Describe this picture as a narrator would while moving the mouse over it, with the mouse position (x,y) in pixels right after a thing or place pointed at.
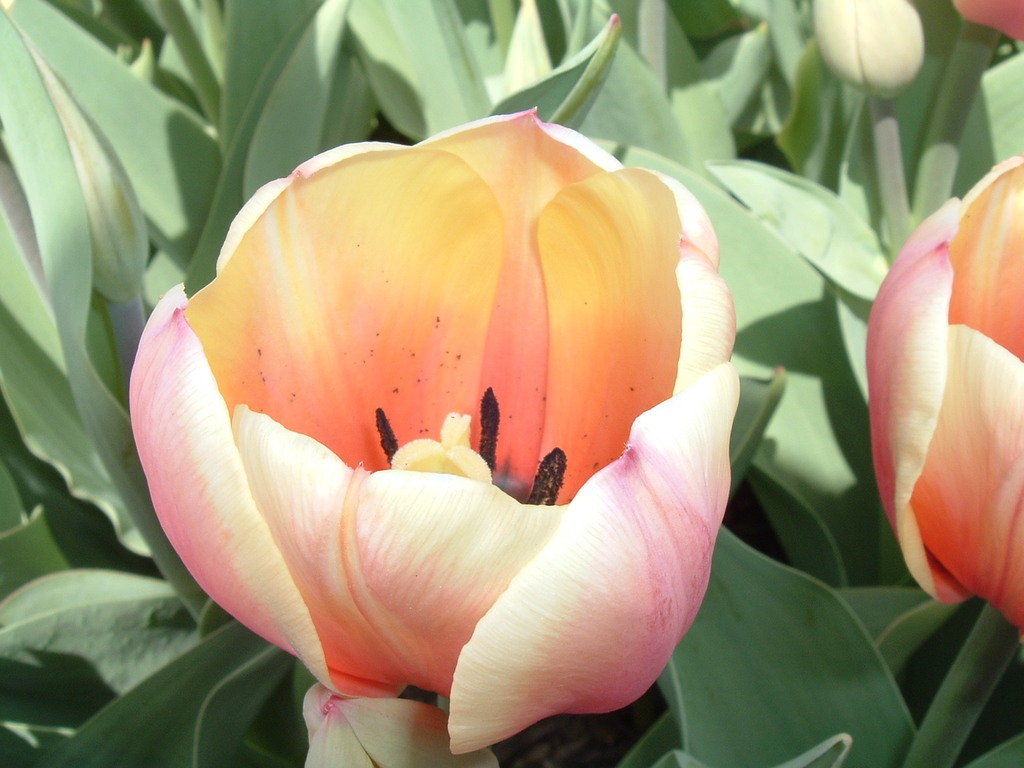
In this picture we can see flowers (541,232), bud (859,44) and in the background (490,91) we can see leaves (690,148).
